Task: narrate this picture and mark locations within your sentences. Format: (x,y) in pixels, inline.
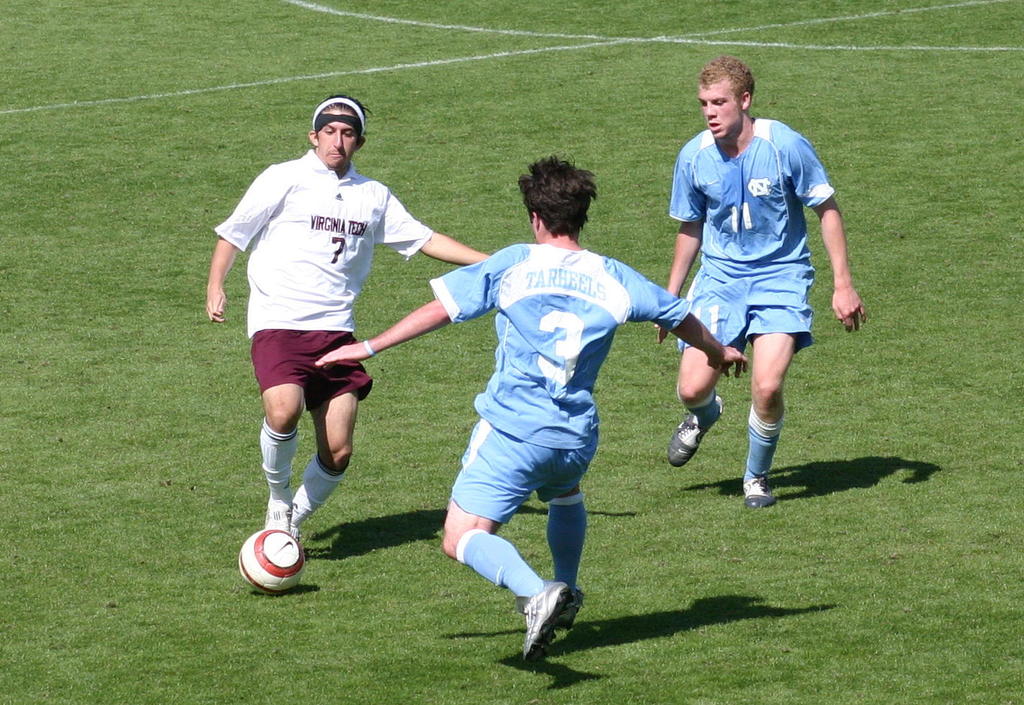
In this picture there are three men (571,264) who are playing football in the ground (909,684).
